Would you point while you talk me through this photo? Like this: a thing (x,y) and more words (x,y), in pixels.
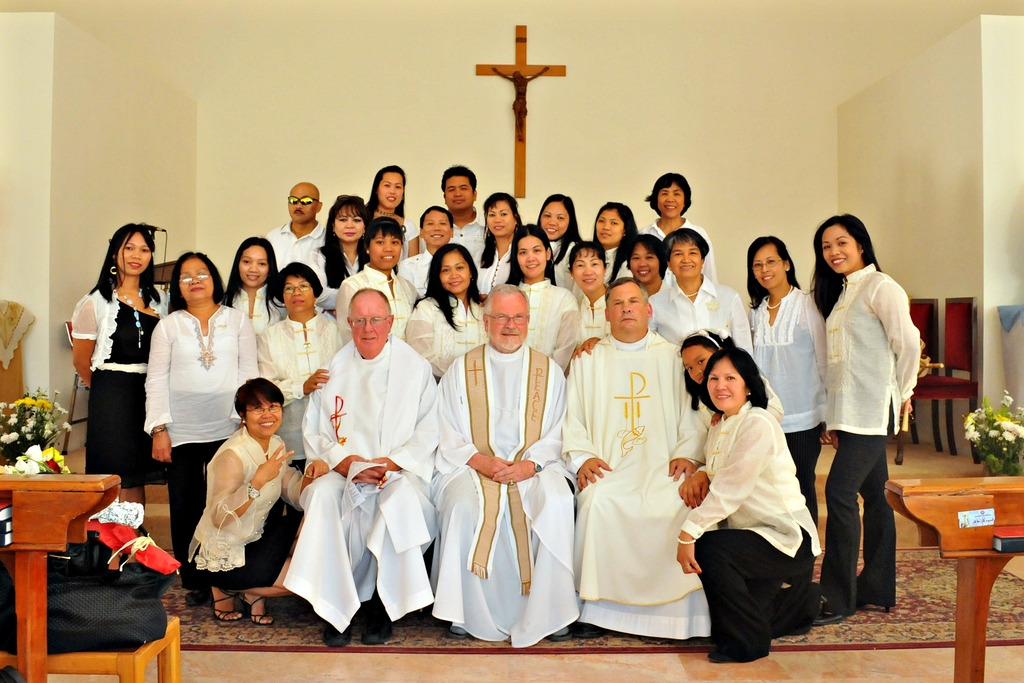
In this image we can see a group of people (391,347), among them some are sitting and some are standing, we can see some flower pots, chairs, bags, tables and other objects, in the background (487,136) we can see the wall (494,140) with sculpture (545,70).
